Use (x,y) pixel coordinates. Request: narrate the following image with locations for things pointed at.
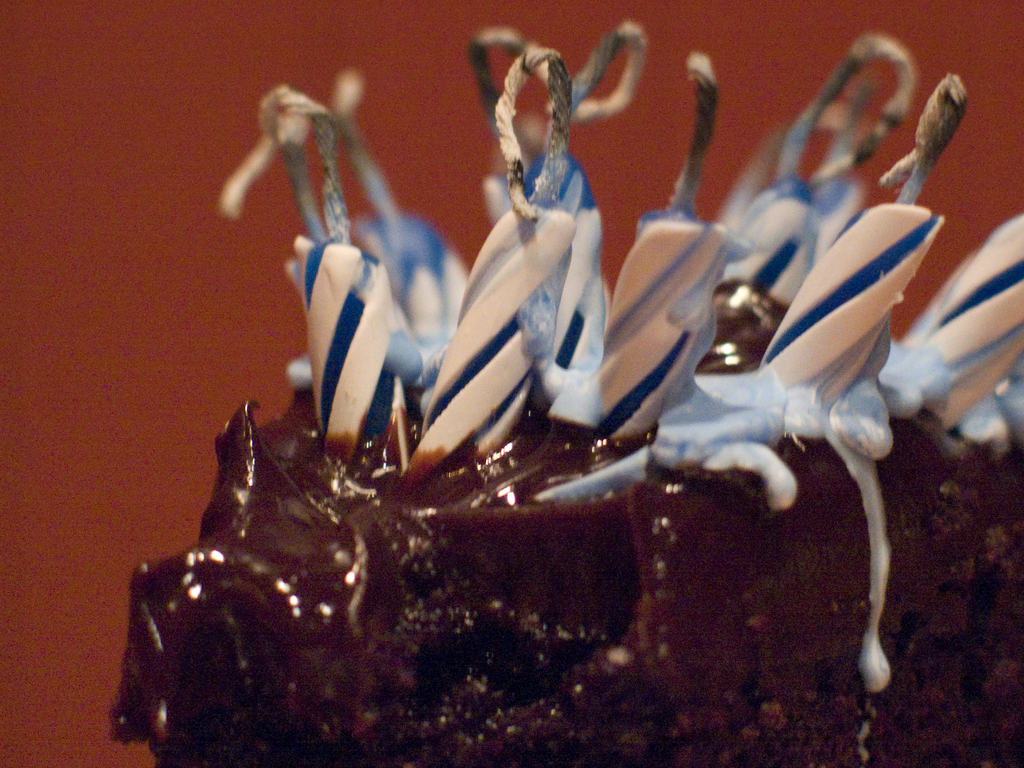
In the center of the image (378,484) we can see a cake (509,448). On a cake (727,304) we can see the candles (627,279). In the background of the image (64,580) we can see the wall (56,543).
